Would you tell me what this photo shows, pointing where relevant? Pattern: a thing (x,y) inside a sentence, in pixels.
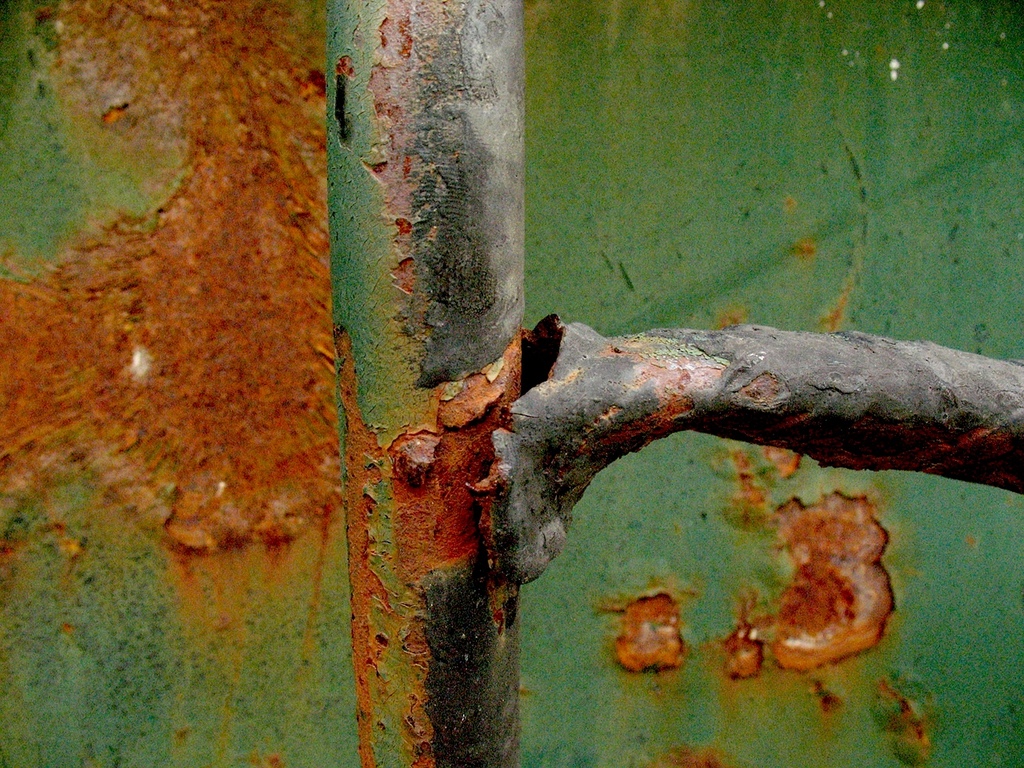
In this image we can see a metal object (340,417). Behind the metal object (384,437) we can see the wall (284,512).
